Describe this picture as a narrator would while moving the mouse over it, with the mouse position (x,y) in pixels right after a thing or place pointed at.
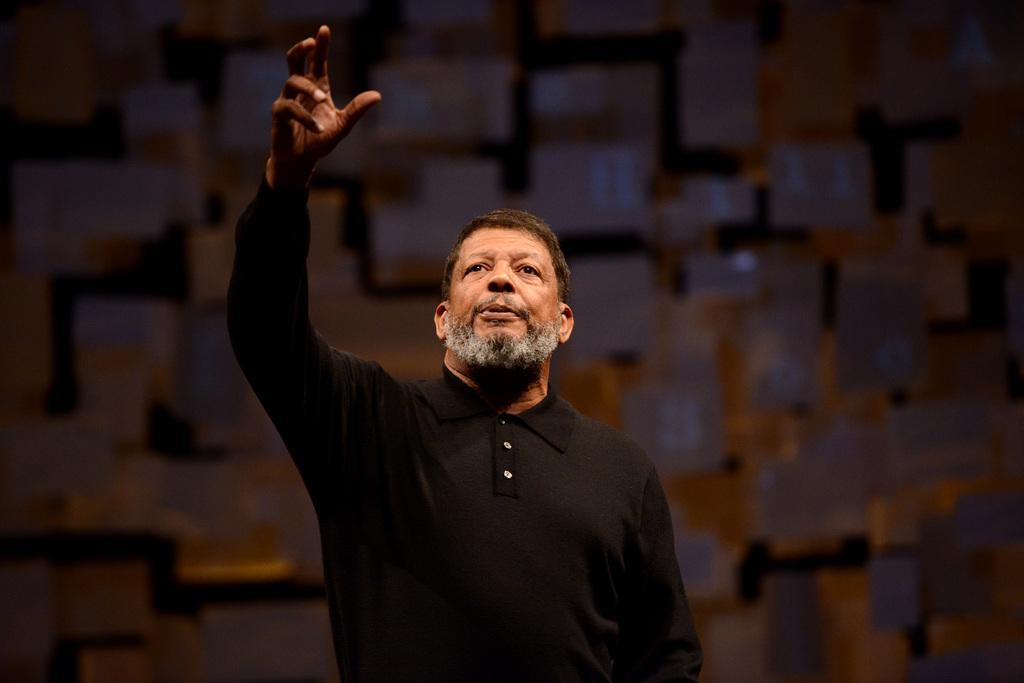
In this image I can see a man (412,425) and I can see he is wearing black t shirt (447,427). I can see this image is little bit blurry from background (64,646).
